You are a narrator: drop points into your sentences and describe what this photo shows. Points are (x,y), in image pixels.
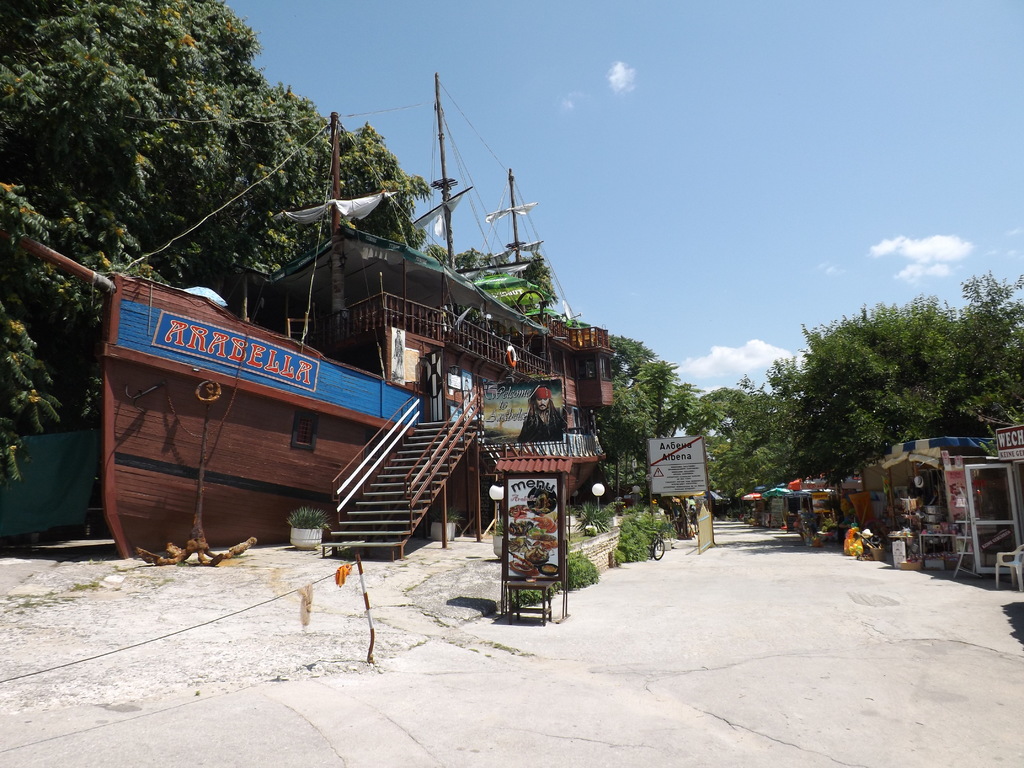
In this image we can see the road (737,539), beside the road (719,570) we can see some stalls (779,501), in the background of the image (480,428) there are trees (879,377) and a ship-shaped building (471,442) with masts (453,262) on top of it.
